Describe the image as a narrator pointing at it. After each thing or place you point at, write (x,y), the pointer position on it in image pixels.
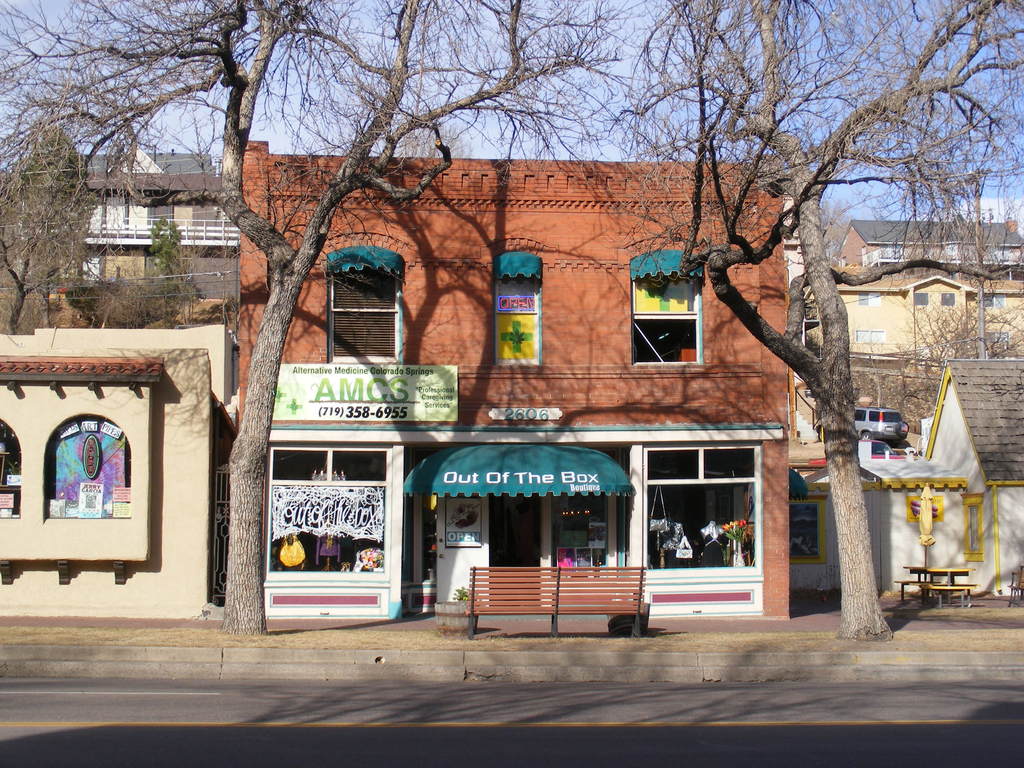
In the foreground of this image (310,723), there is a road (500,742). In the background (239,549), there are stores (208,500), building (666,467), benches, trees (60,193), a vehicle (897,418) and the sky (645,65).
